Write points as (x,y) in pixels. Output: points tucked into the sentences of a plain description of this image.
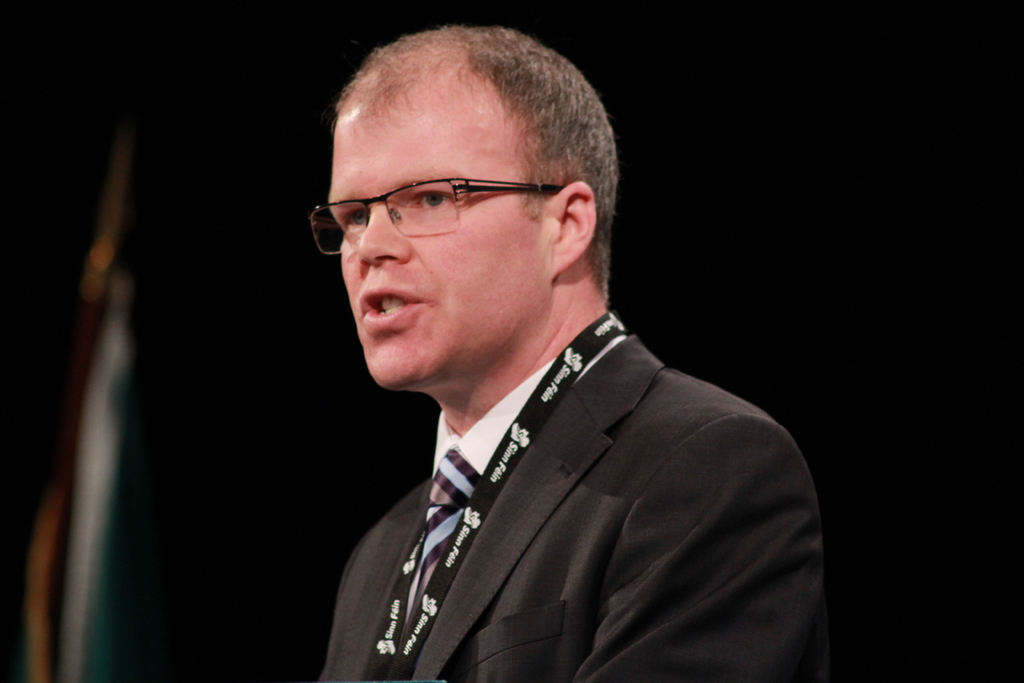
In this picture we can see a person (569,546), he is wearing a spectacles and in the background (840,417) we can see it is dark.
